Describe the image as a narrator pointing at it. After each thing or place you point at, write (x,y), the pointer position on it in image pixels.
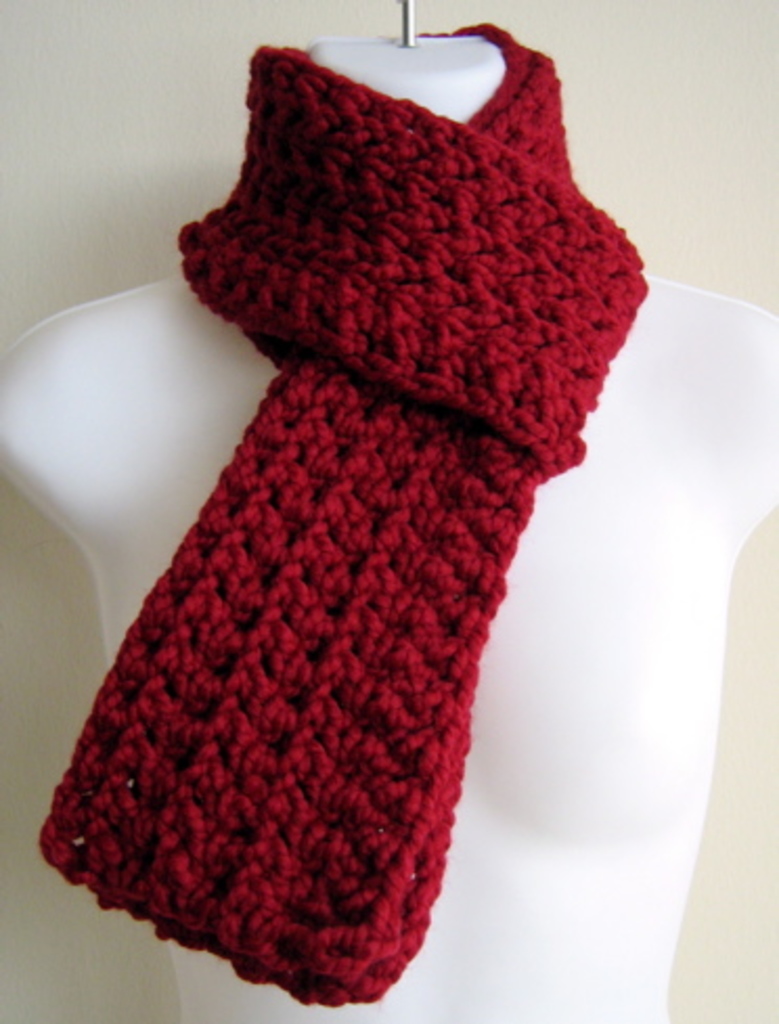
In the image in the center (424,546) we can see one mannequin (483,675) and one red woolen scarf (483,381). In the background (1,179) there is a wall (10,196).
